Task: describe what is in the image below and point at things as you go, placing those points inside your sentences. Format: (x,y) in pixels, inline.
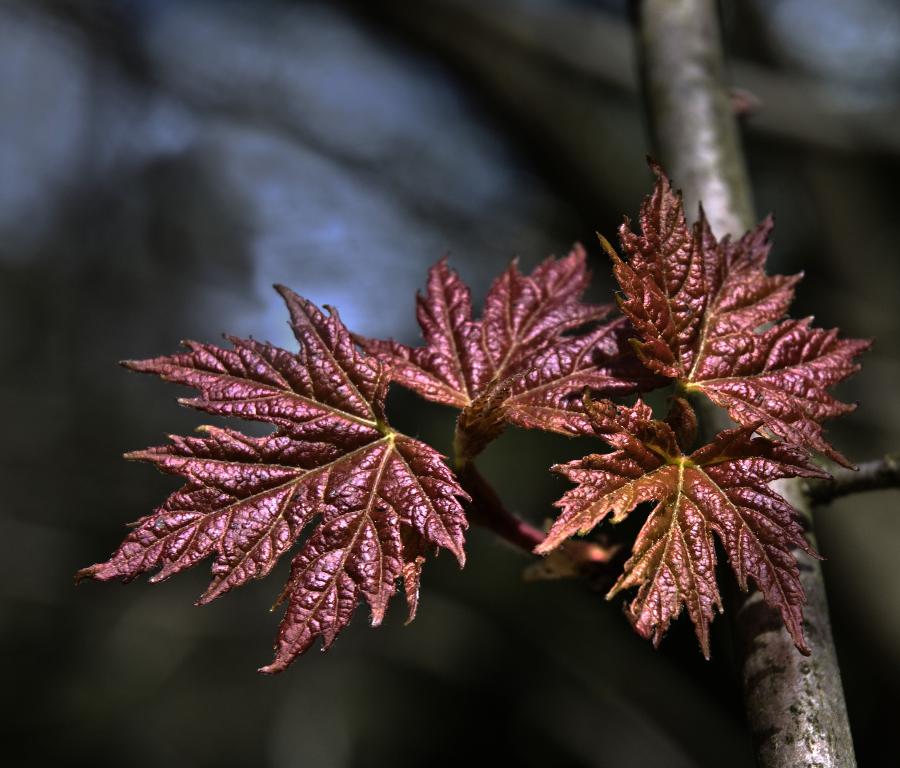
In this image I can see few leaves (221,456) in brown color and I can see blurred background (572,198).
